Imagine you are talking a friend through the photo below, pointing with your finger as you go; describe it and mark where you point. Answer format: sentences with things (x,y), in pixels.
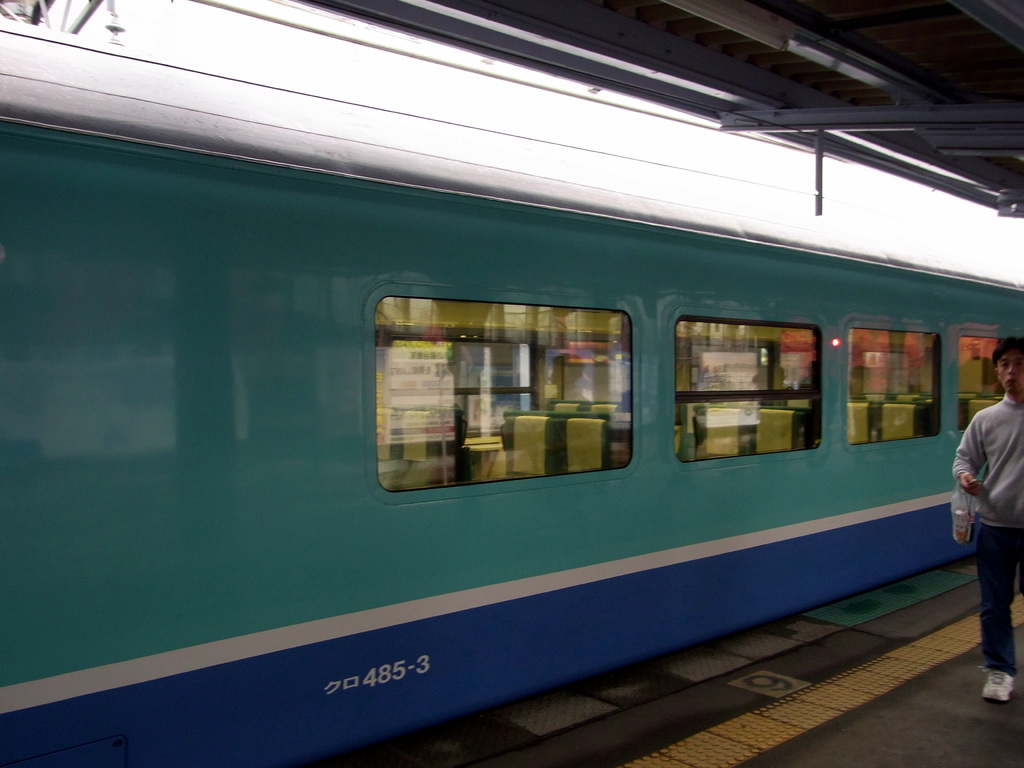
Here we can see train (701,329). To this train (535,232) there are glass windows (606,394). Through these windows (898,367) we can see seats (578,420). Under this shed (904,127) a person (1008,381) is standing.
